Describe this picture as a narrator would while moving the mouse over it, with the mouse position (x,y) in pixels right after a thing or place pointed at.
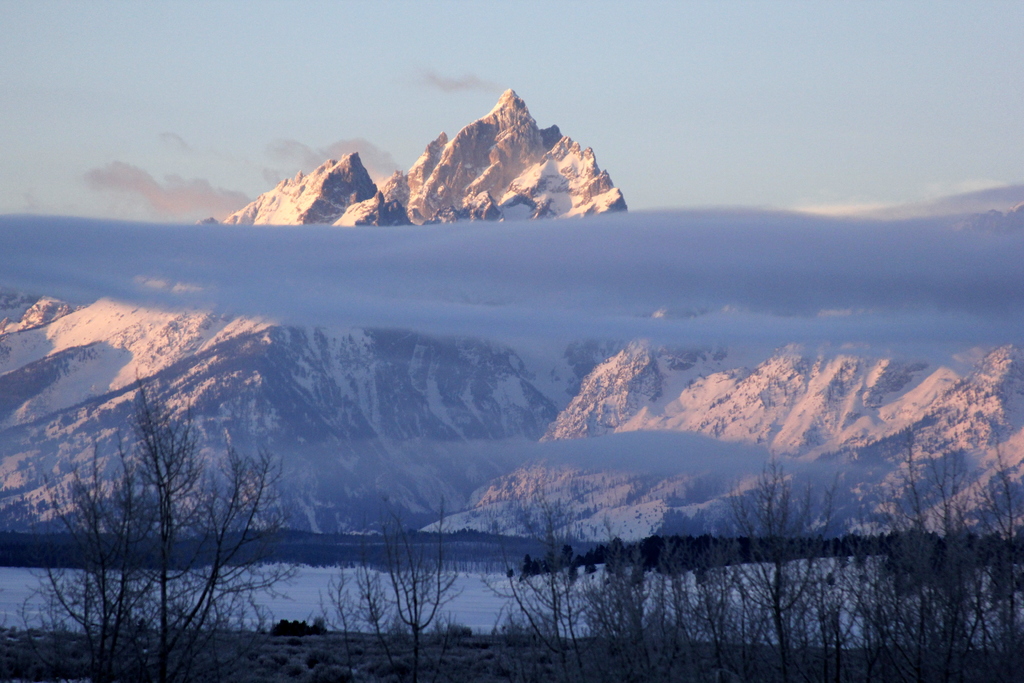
These are the beautiful mountains (473,404) with snow (623,356) and in the down side there are trees (663,578).
